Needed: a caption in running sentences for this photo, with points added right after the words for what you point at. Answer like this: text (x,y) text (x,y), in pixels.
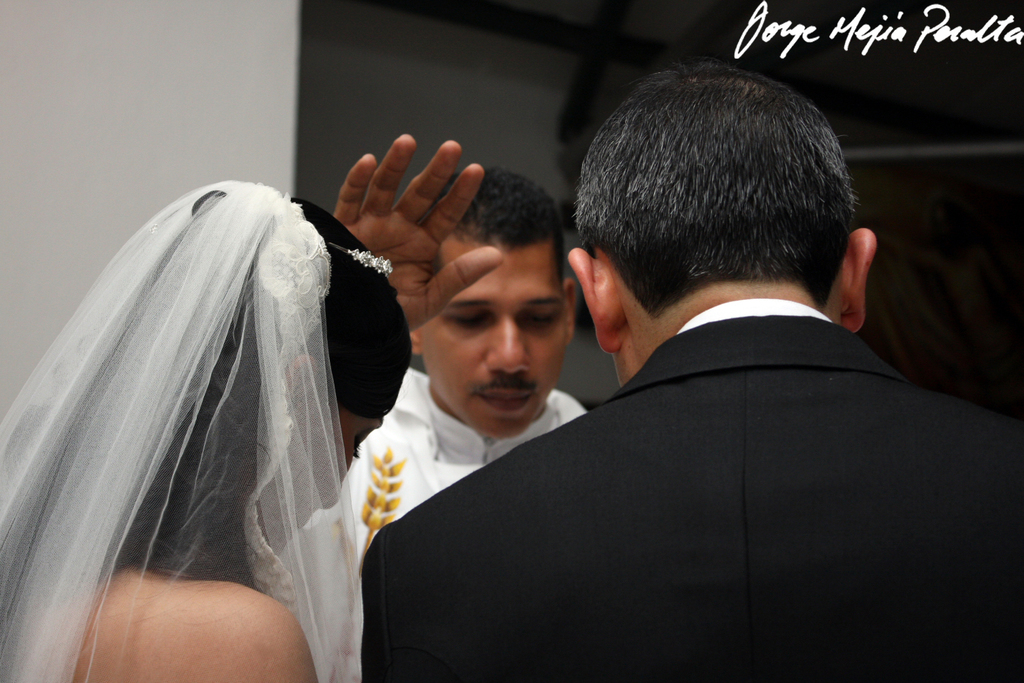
In this picture I can observe a couple (287,507). In front of them there is a man (447,416) standing, wearing white color dress (414,395). On the top right side (789,46) I can observe some text (945,31) in this picture. In the background (399,130) there is a wall (225,76).
